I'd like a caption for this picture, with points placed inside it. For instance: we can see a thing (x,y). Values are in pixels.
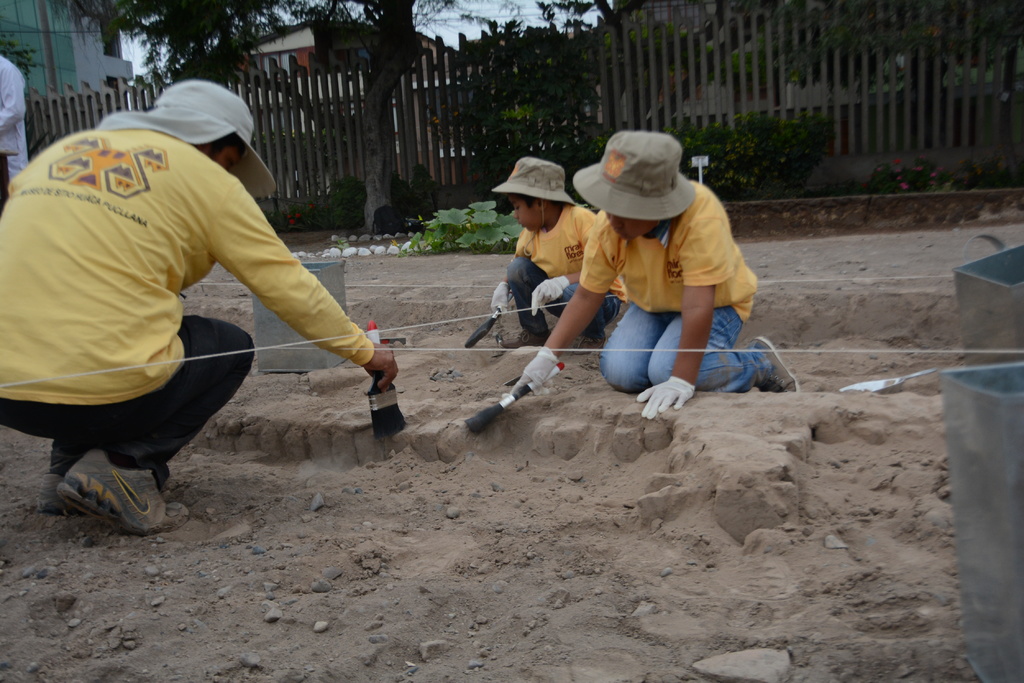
In this image there is a person (150,253) and two kids (716,361) are the land (429,521). They are holding the brushes (377,394). They are wearing caps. There are few objects (985,452) on the land (714,447). Left side (4,95) there is a person (20,95) standing. There are plants (429,234) and stones (360,251) on the land (411,260). There is a fence (935,95). Background (214,47) there are trees (346,34) and buildings (435,47). Top of the image (492,18) there is sky (474,22).
